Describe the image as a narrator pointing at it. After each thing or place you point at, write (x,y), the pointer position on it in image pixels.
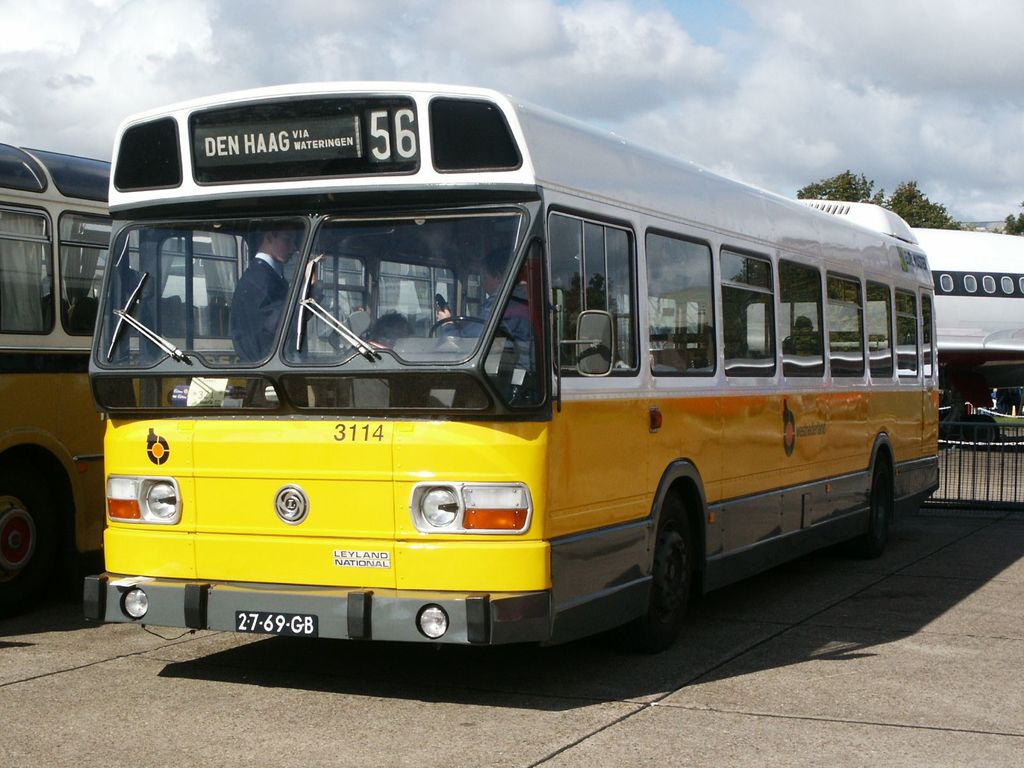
On the left side (85,506), there are two buses (374,503) on a road (527,760). In one of these buses (434,373), there are persons (264,299). In the background (1005,319), there are trees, an aircraft (964,329), a fence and there are clouds (783,30) in the sky (640,10).
